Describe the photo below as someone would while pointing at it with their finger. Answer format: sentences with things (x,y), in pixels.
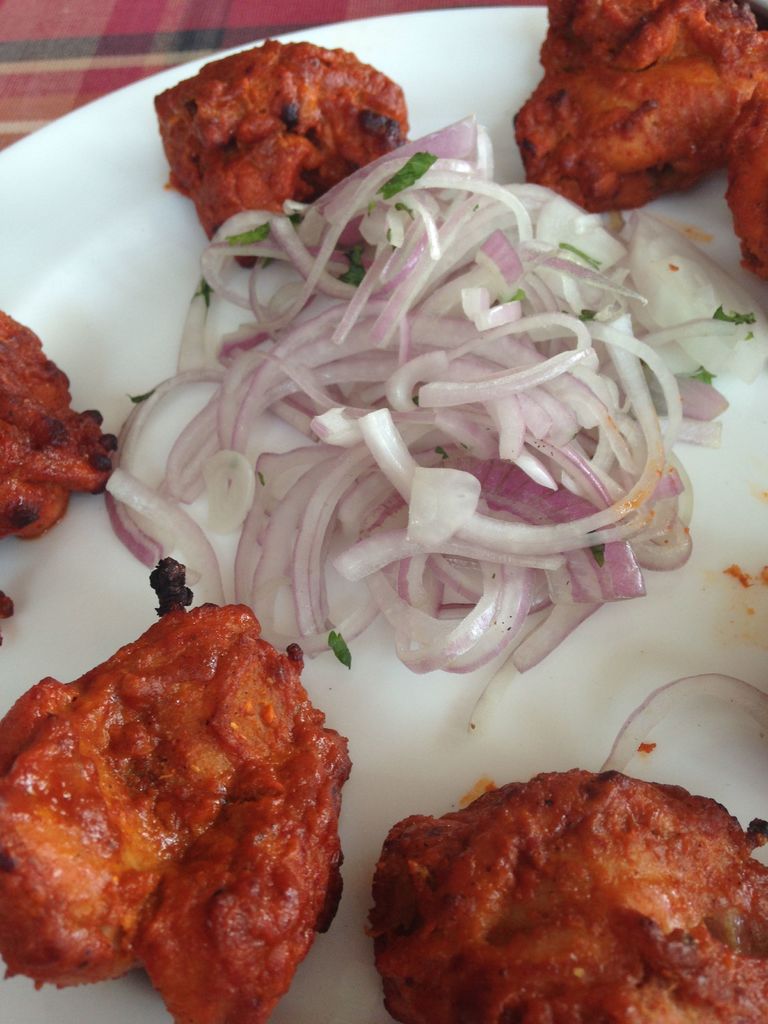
In this image there is a plate (90,178), in that plate (522,710) there is food item (551,796).
